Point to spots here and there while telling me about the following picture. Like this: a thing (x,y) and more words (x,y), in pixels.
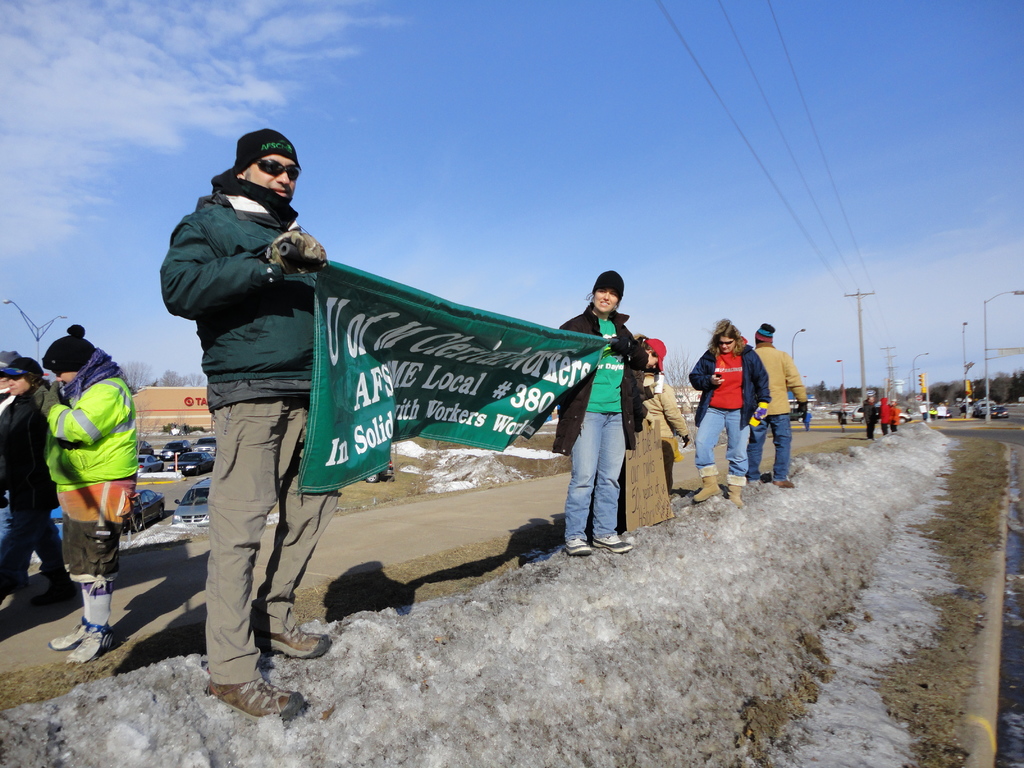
In this image I can see some snow (583,617) on the ground (587,601), few person (275,303) wearing jackets (277,368) are standing and holding a green colored banner (444,378), few vehicles (197,519) on the ground (493,507), few poles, few wires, few lights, the road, few vehicles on the road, few trees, few buildings (182,399) and in the background (535,189) I can see the sky (577,130).
